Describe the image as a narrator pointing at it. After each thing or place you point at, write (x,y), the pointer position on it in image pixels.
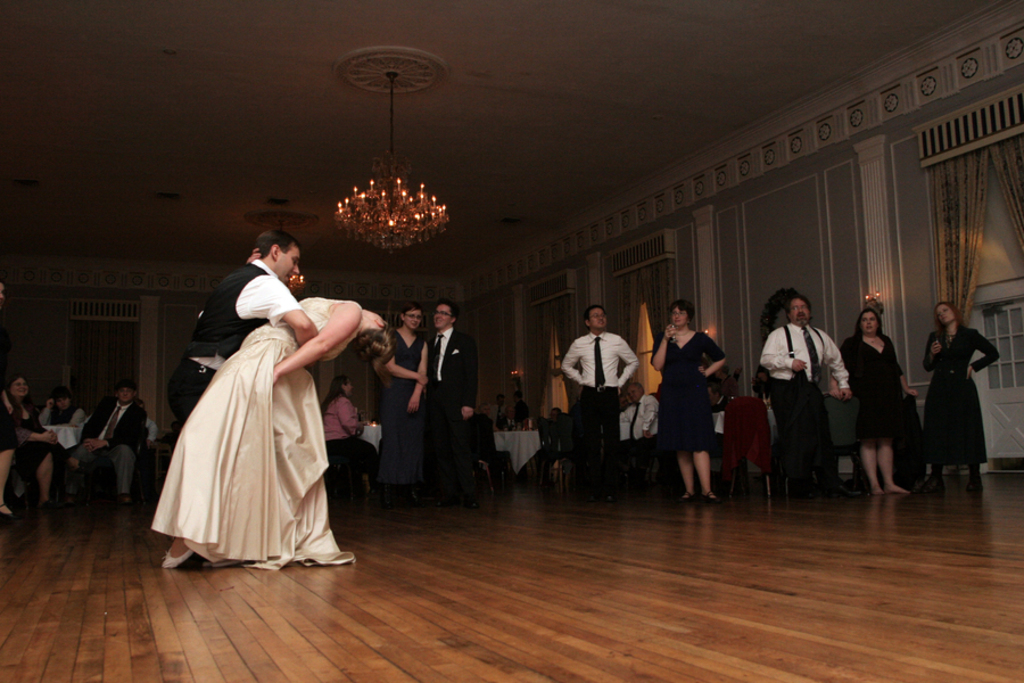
In this picture I can observe some people (674,414) standing and sitting in the chairs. There is a couple (301,428) dancing on the floor (109,541). I can observe a chandelier (377,214) hangs to the ceiling (387,130). On the right side (954,191) there are curtains (952,229). There are men (438,426) and women (25,445) in this picture.
